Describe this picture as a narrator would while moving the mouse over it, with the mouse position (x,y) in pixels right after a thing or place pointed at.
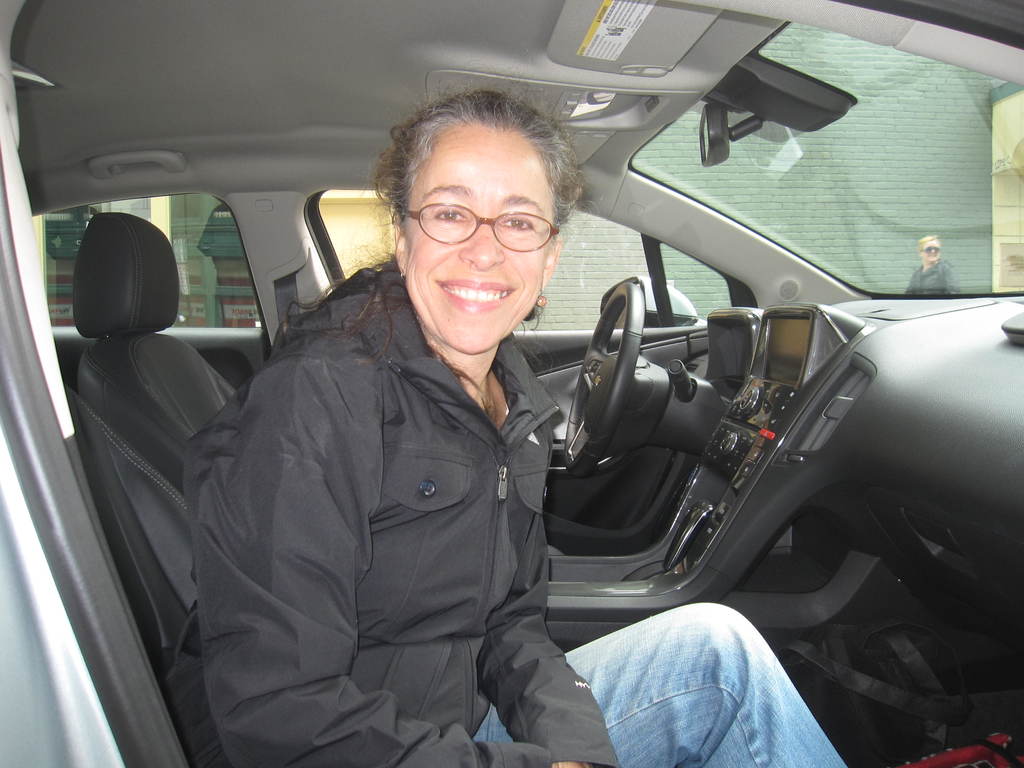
In the image there is a lady (346,501) with black jacket (225,544) is sitting inside the car (637,397). Behind her there is a seat (80,383), steering (618,298) and many other items (667,443). And also there is a glass window (909,233) and mirror (712,110). Behind the glass (859,263) there is a person (940,266) and also there is a brick wall (874,198).
